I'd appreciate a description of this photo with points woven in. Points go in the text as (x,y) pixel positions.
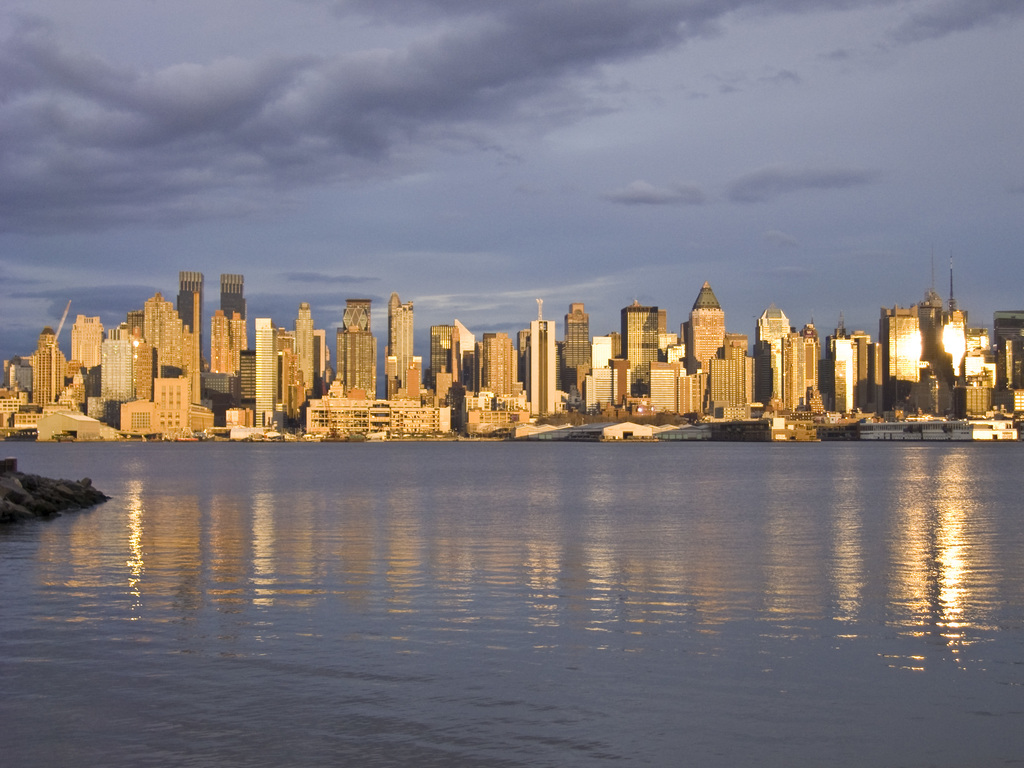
In the picture we can see water (583,612) and far away from it, we can see the buildings (62,400) and tower buildings (1009,348) behind it and in the background (598,250) we can see a sky (434,197) with clouds (149,145).
